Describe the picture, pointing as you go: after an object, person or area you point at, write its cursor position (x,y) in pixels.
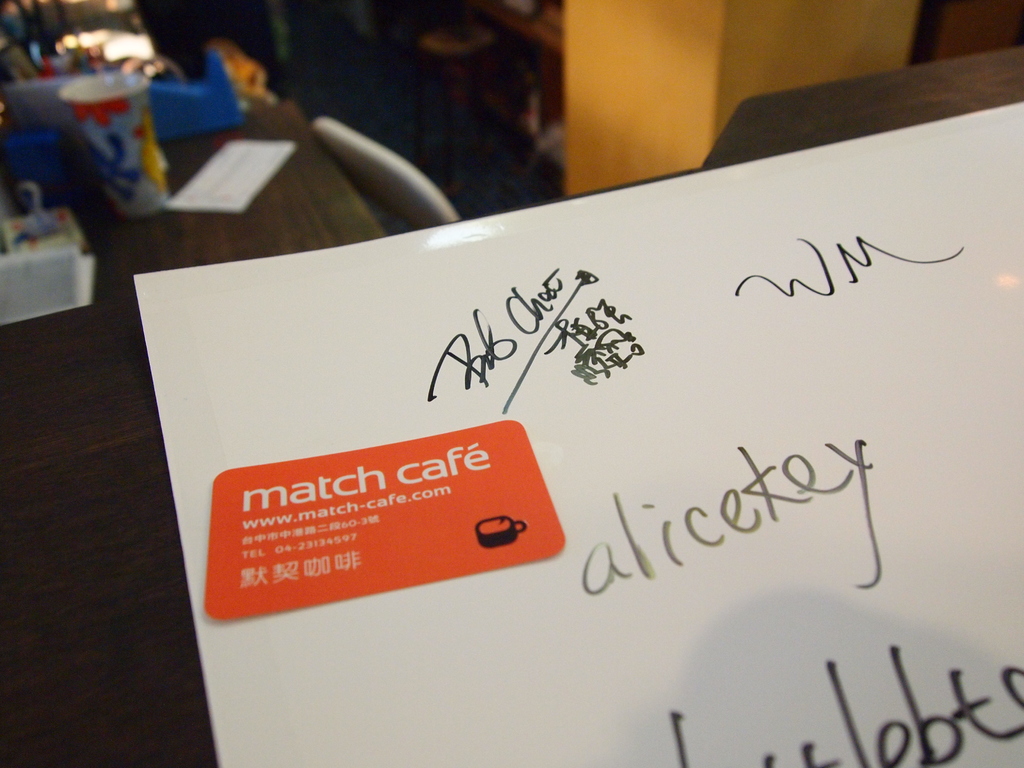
In this image, we can see a paper (468,394) and on the paper (552,477), there is a sticker (456,494) and we can see some text (580,349). In the background (134,166), there is a cup (104,185) and papers (209,170) and some objects (146,48) are on the table (93,575) and we can see a chair (387,168) and a wall (662,38).
